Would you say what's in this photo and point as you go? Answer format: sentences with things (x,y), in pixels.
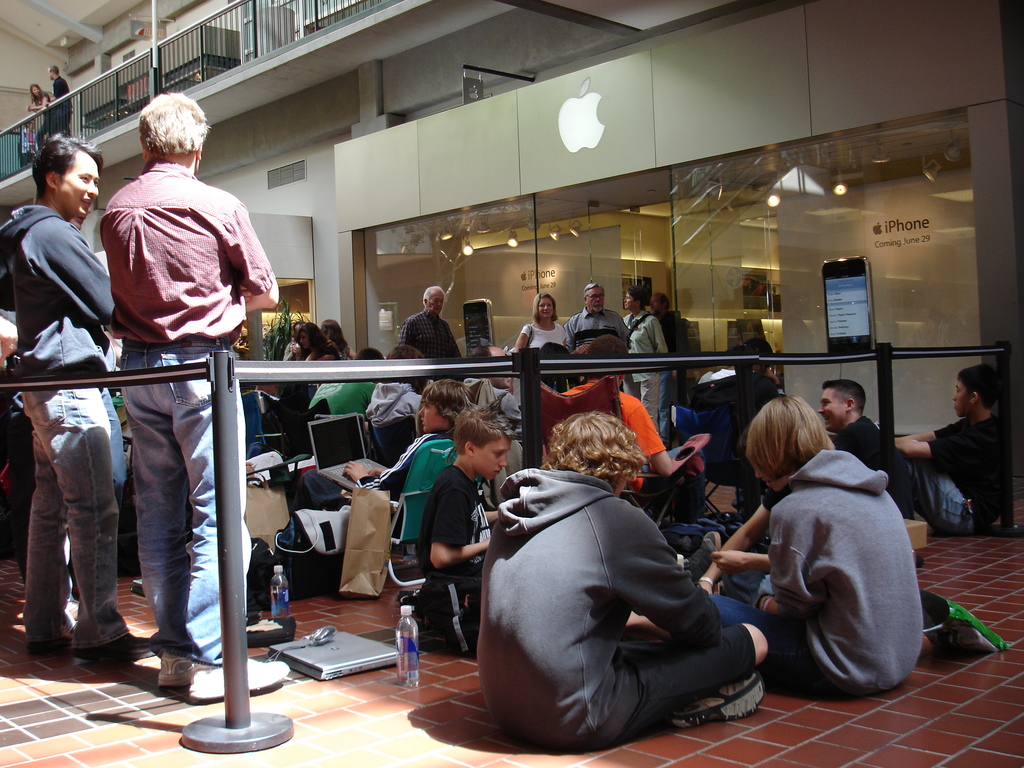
In this image we can see people (549,566) standing on the floor (296,613) and some are sitting on the ground (360,680). On the ground (460,673) we can see laptops (347,671), disposable bottles (286,599) and backpacks (300,549). In addition to this we can see name boards (481,87), railings (143,84), information boards (826,229) and barrier poles (212,376).
